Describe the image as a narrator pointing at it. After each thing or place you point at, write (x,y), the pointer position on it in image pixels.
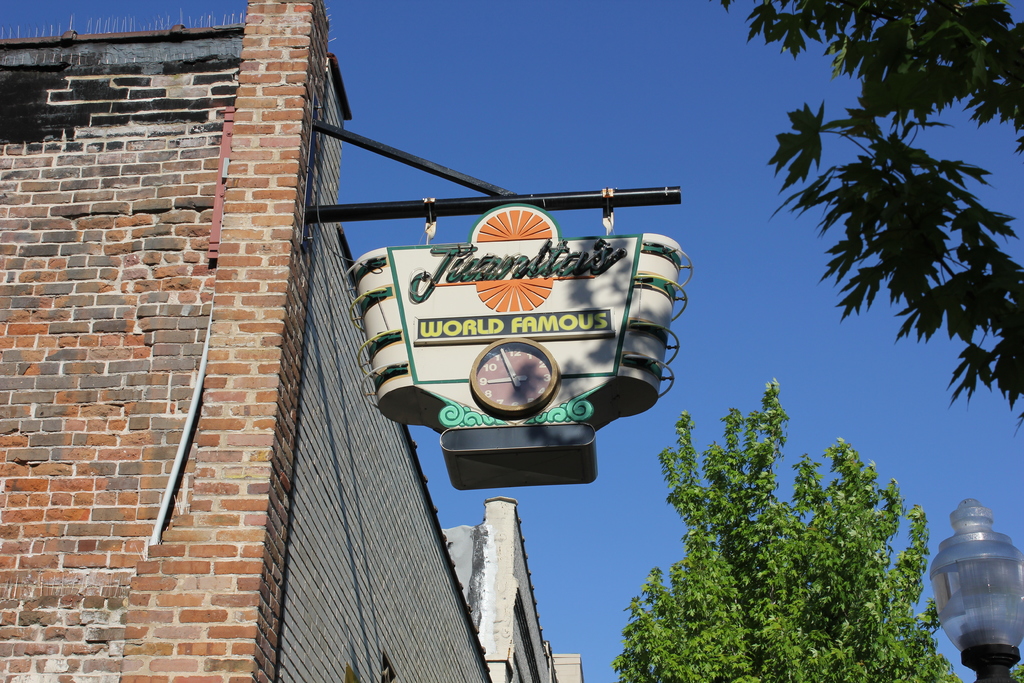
In this picture we can see a name board (444,390) with a clock (480,375) on it, here we can see a building (509,509), trees (692,595), light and we can see sky (688,125) in the background (673,116).
